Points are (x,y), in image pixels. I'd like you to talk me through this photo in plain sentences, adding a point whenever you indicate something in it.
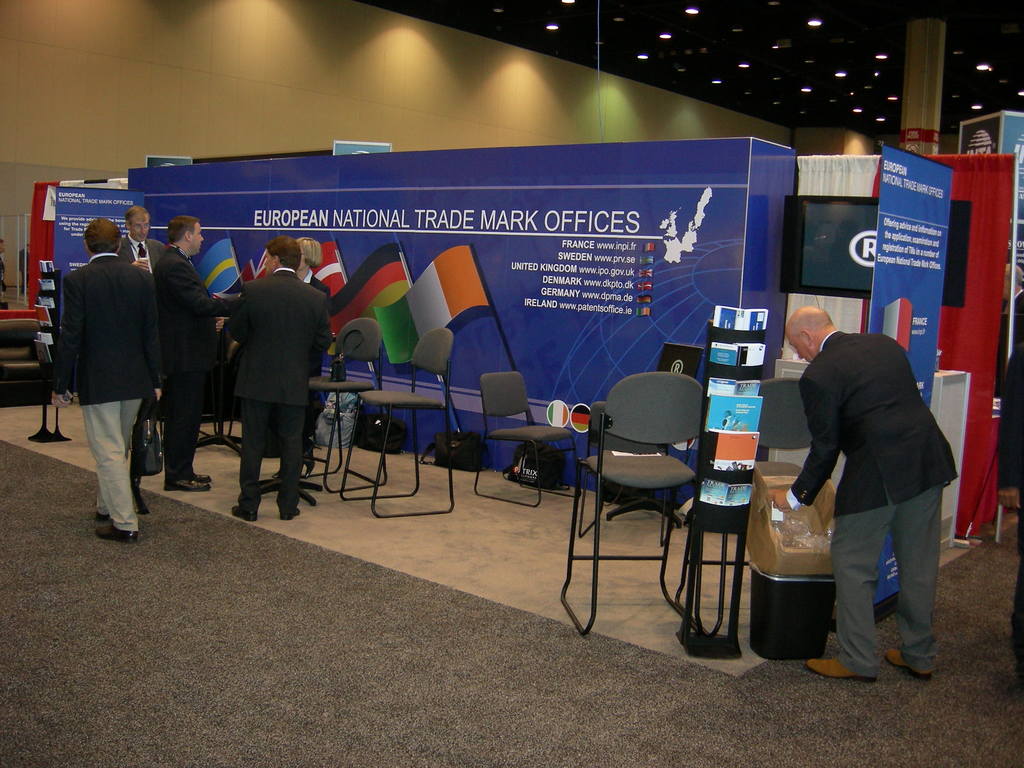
This is the picture of inside of the room (515,538). There are group of people (136,400) in the image. At the back (438,282) there is a hoarding (592,202) and there is a screen (843,202), there are books (714,360) on the stand (712,652). At the bottom (602,526) there are bags (343,441) and mat (394,667) and there are many chairs (695,396) in the image.
